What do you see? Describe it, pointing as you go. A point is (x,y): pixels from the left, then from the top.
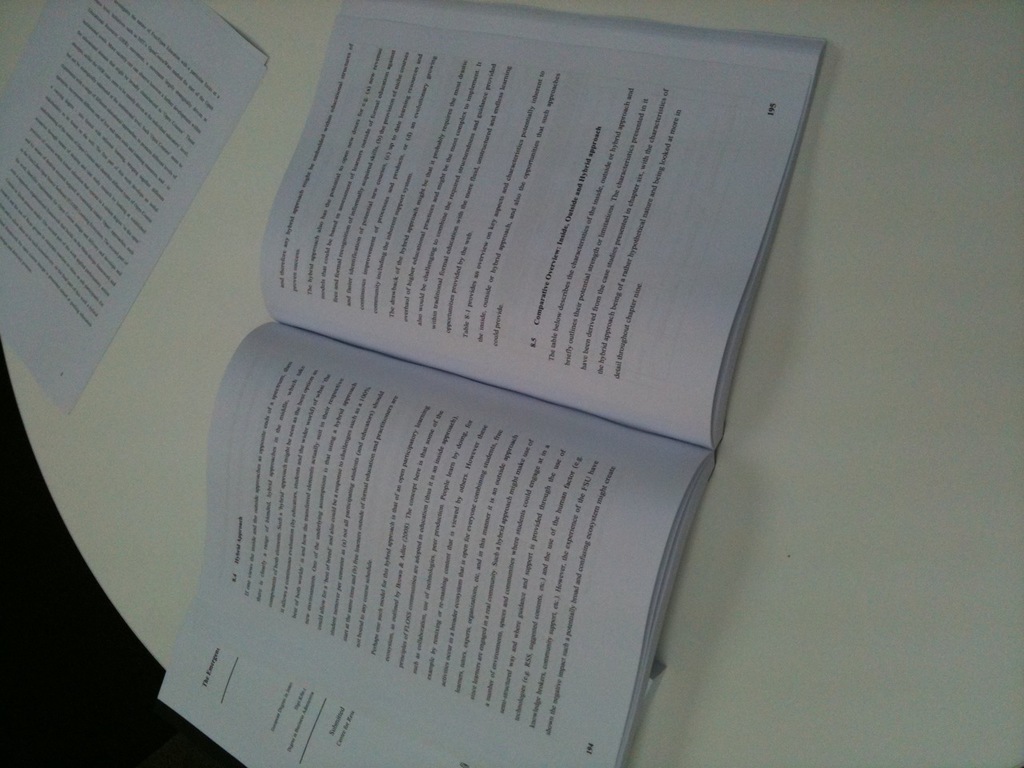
In this picture I can see a book (414,35) in the middle (398,493), on the left side (166,107) there are papers (169,153).
